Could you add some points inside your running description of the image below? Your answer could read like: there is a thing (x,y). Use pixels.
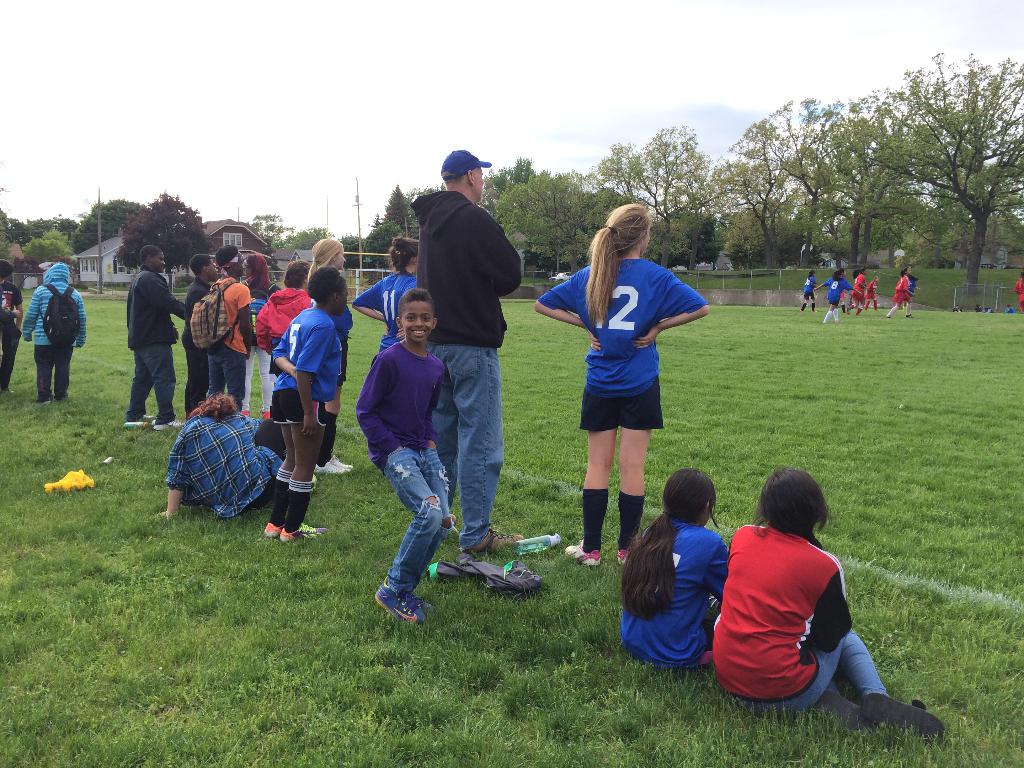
In this image, I can see three persons (724,603) sitting on the grass (284,568) and a group of people (440,383) standing. In the background (167,228), there are houses (235,245), trees (289,248) and poles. On the right side of the image (870,281), I can see a group of people (900,305) running and there is a fence (965,283). In the background (349,205), I can see the sky (315,107).
